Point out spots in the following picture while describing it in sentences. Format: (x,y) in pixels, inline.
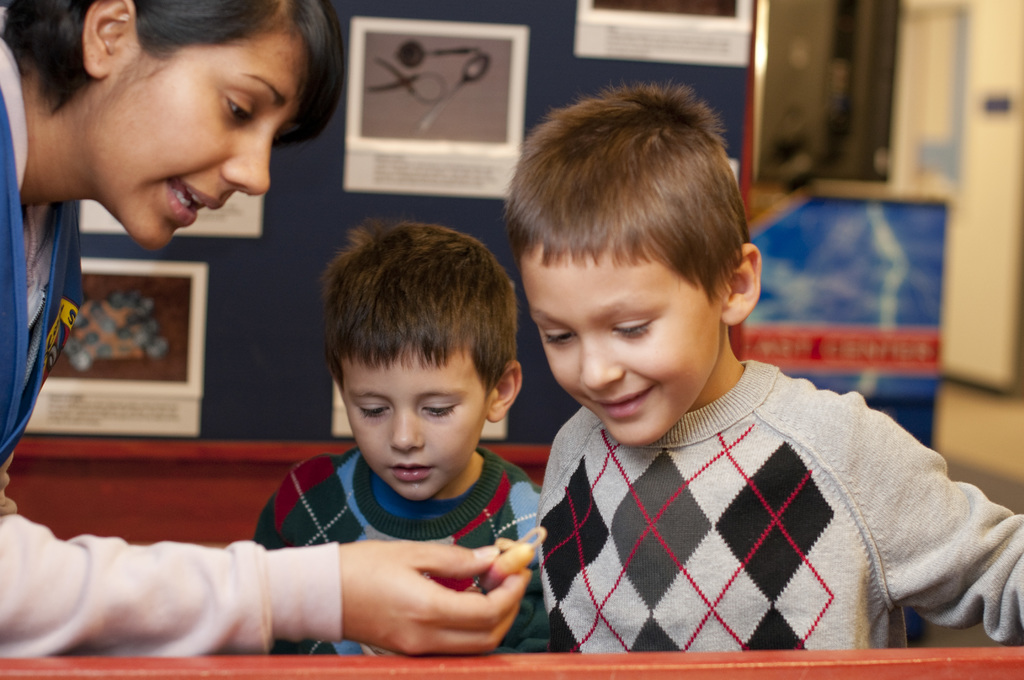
In the foreground of this image (614,480), there are two boys (573,494) and on the left (95,198), there is a woman (29,142) holding an object (519,566). In the background (497,102), there are few posters (401,129) on the wall (329,233) and remaining objects (900,216) are not clear.
